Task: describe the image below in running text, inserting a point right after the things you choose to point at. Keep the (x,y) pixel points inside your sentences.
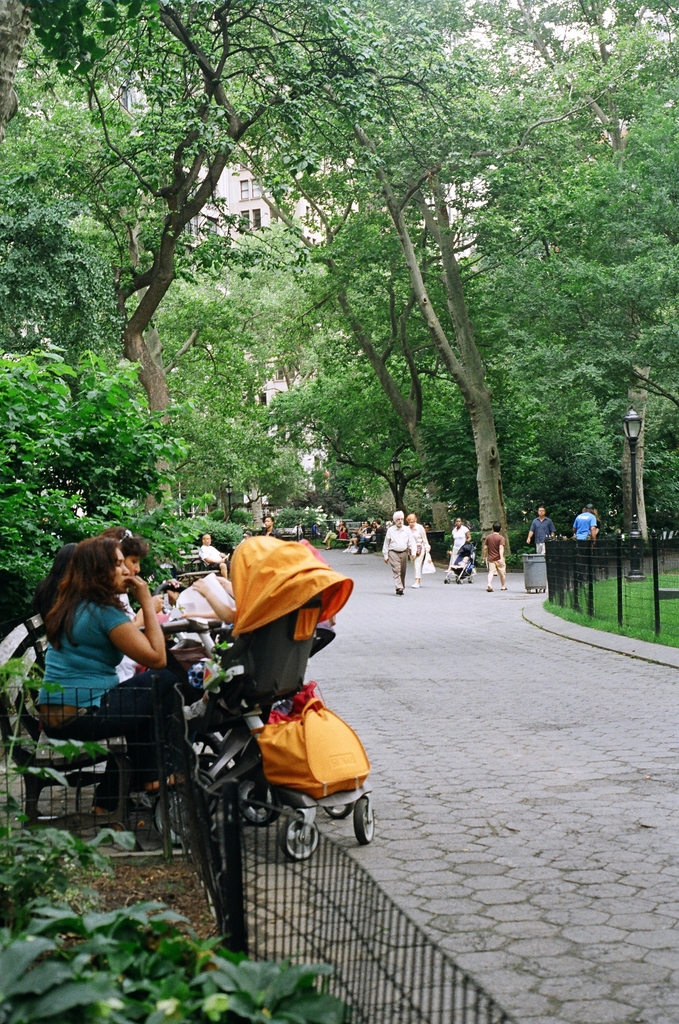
In this picture there are group of people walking and there are group of people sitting on the bench (37,642). In the foreground (28,790) there is fence (268,839) and there are plants (12,934). At the back (94,257) there are trees (325,212) and there is a building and there is a pole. At the bottom (552,837) there is pavement (467,732) and there is grass (649,604).
